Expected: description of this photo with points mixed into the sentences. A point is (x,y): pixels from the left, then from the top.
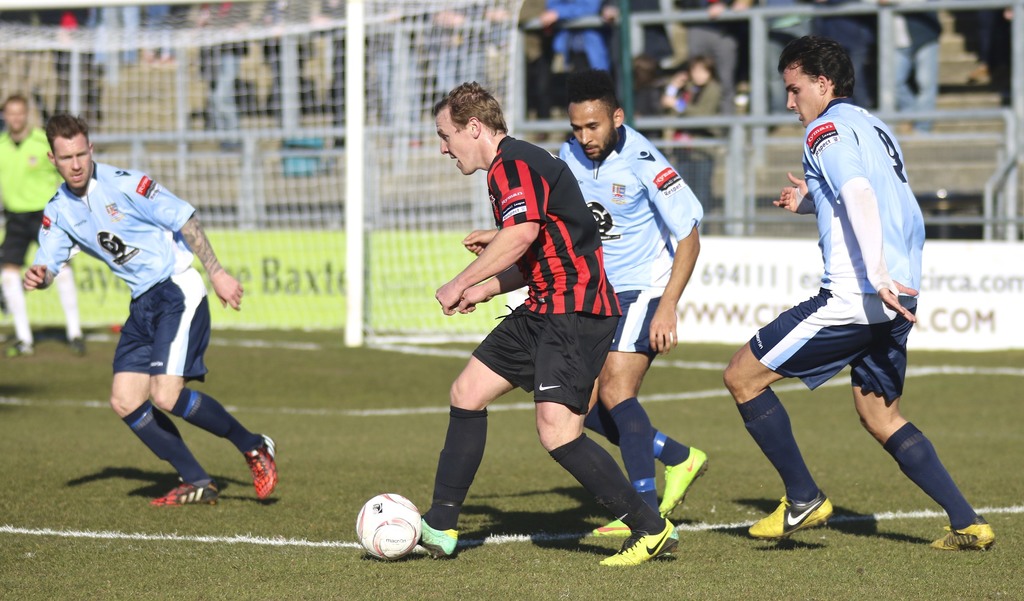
As we can see in the image there are few people (648,250) playing with football (389,530).
